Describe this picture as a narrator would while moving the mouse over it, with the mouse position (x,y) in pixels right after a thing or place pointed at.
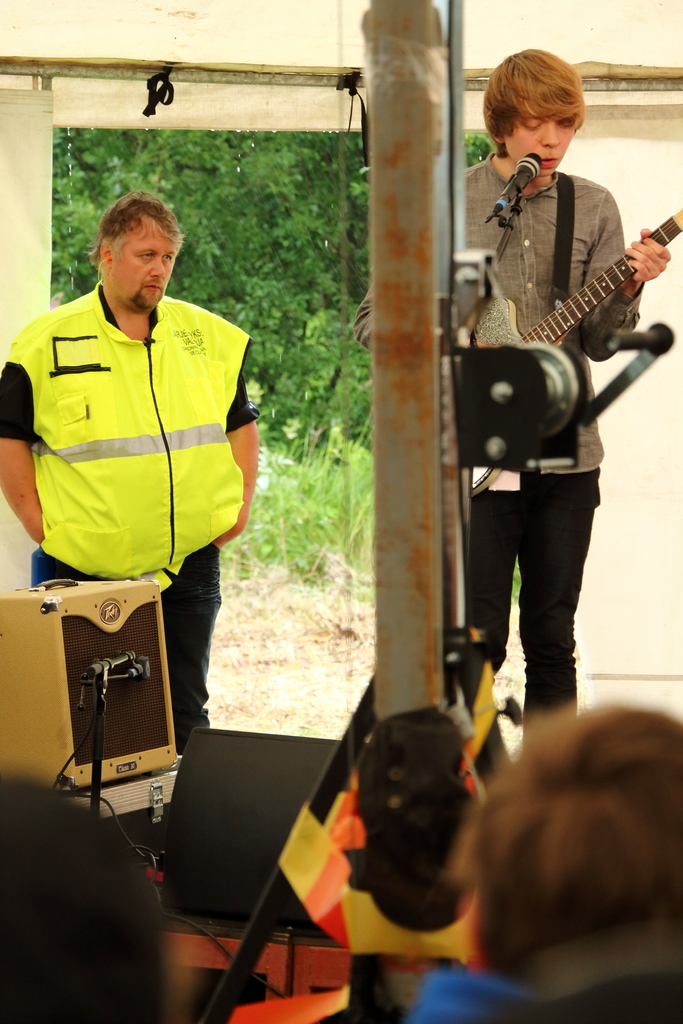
As we can see in the image there are few people (537,888) here and there. The man (555,211) standing over here is holding a guitar (583,298) and in front of him there is a mic (508,187). In the background (330,175) there are trees (281,197) and grass (346,495).
